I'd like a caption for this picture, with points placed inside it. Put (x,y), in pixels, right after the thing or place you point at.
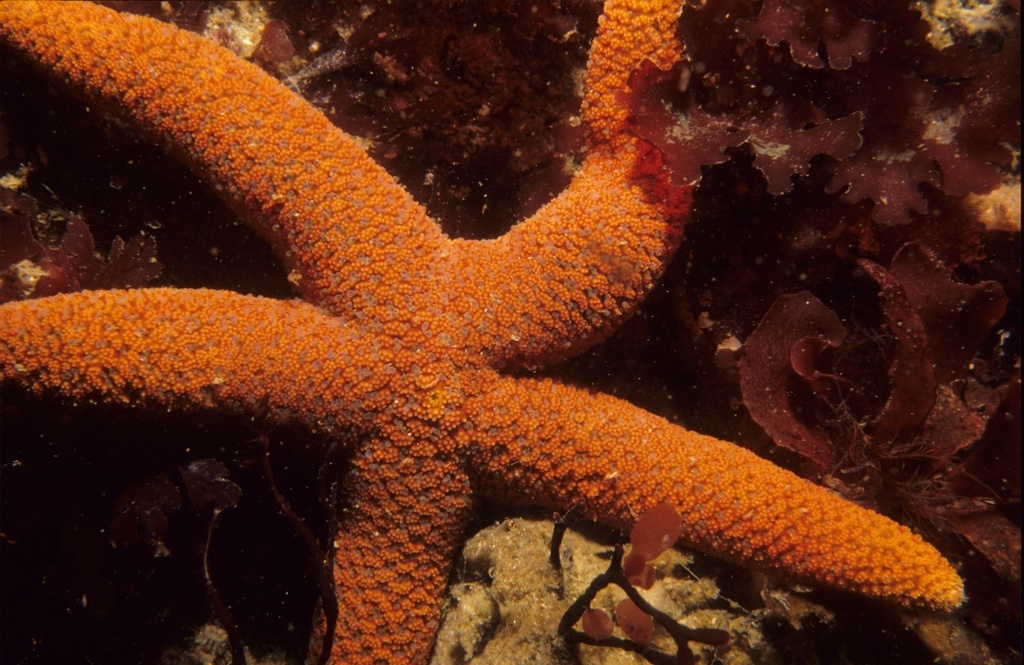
Here we can see a starfish (484,427).
